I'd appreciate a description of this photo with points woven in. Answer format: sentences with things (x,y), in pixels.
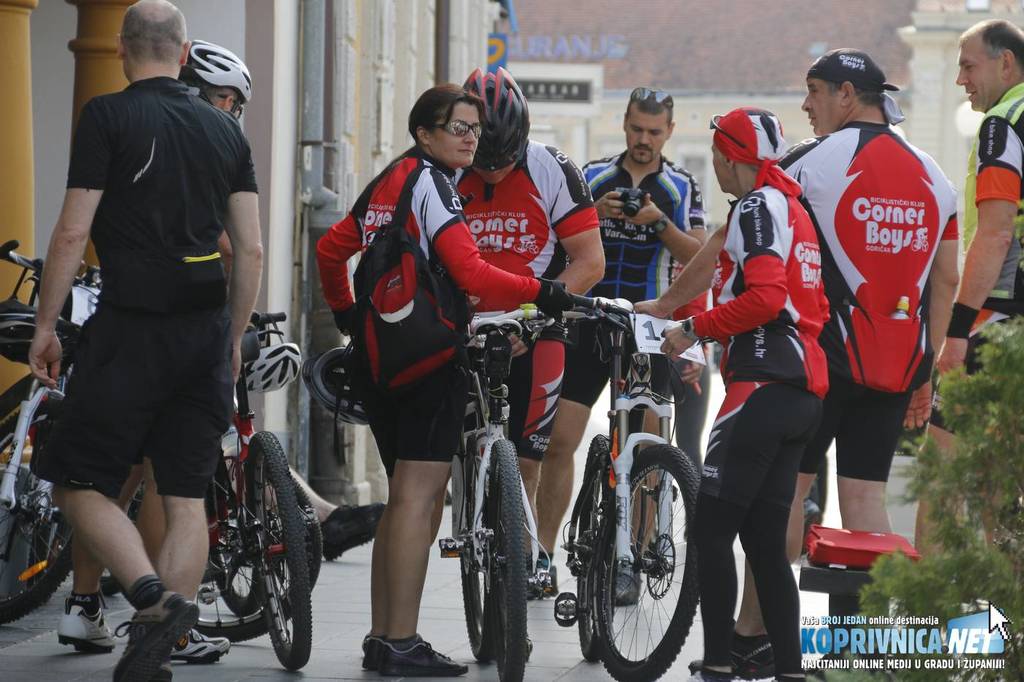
On the background (701,42) we can see building (613,41). These are pillars (108,62). We can see all the persons (431,174) standing on the road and few (539,208) are holding bicycles (528,318) wearing helmets (527,100). At the right side of the picture (955,457) we can see a plant (965,527).
